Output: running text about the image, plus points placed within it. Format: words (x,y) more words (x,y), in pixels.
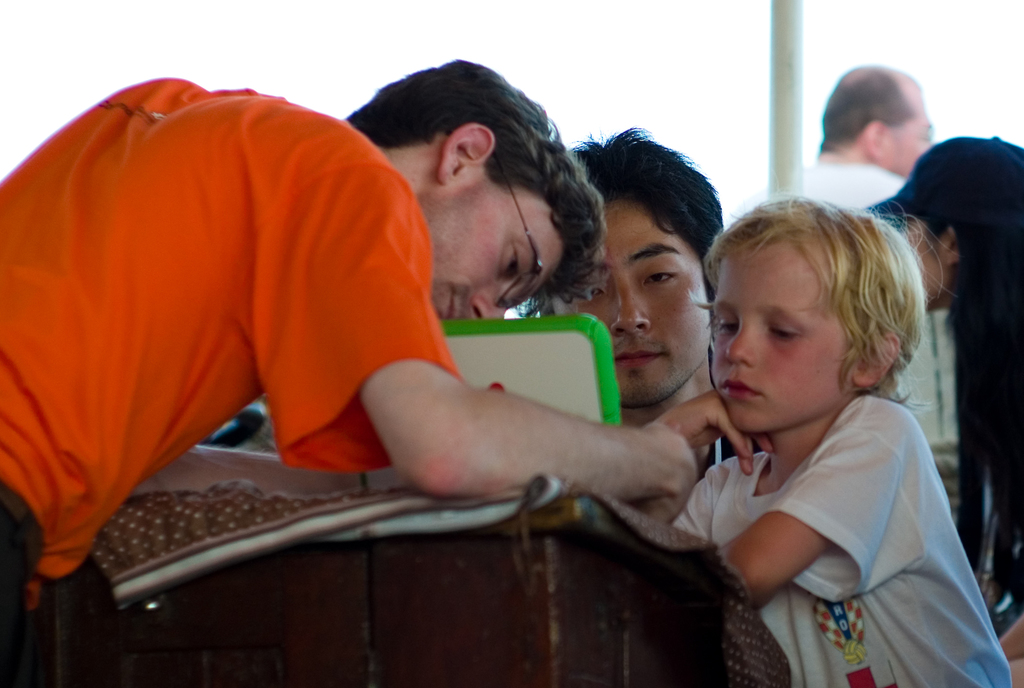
In the foreground of this image (810,515), there is a boy (768,408) and two men (614,322) standing near an object (582,574) on which there is a green color object (545,365). In the background (929,178), there are two people (911,148) on the right (890,113) and a pole (795,91).
